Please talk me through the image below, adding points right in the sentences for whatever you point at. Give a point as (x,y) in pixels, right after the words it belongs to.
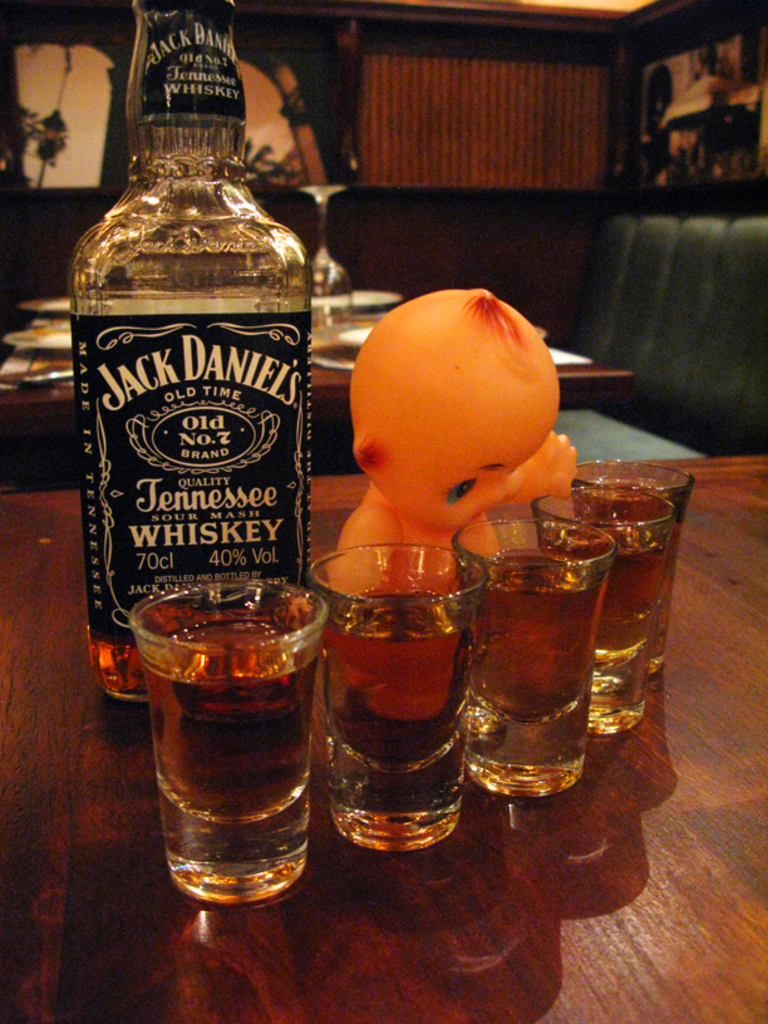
In this image we can see a bottle (188,433) with label (185,474) on it, five glasses (260,706) with drinks (631,558) in it and a toy (453,467) on the table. In the background (629,302) we can see a sofa (649,354) and table (598,369). There are glasses (328,292) and plates (336,343) placed on the table (324,351).
